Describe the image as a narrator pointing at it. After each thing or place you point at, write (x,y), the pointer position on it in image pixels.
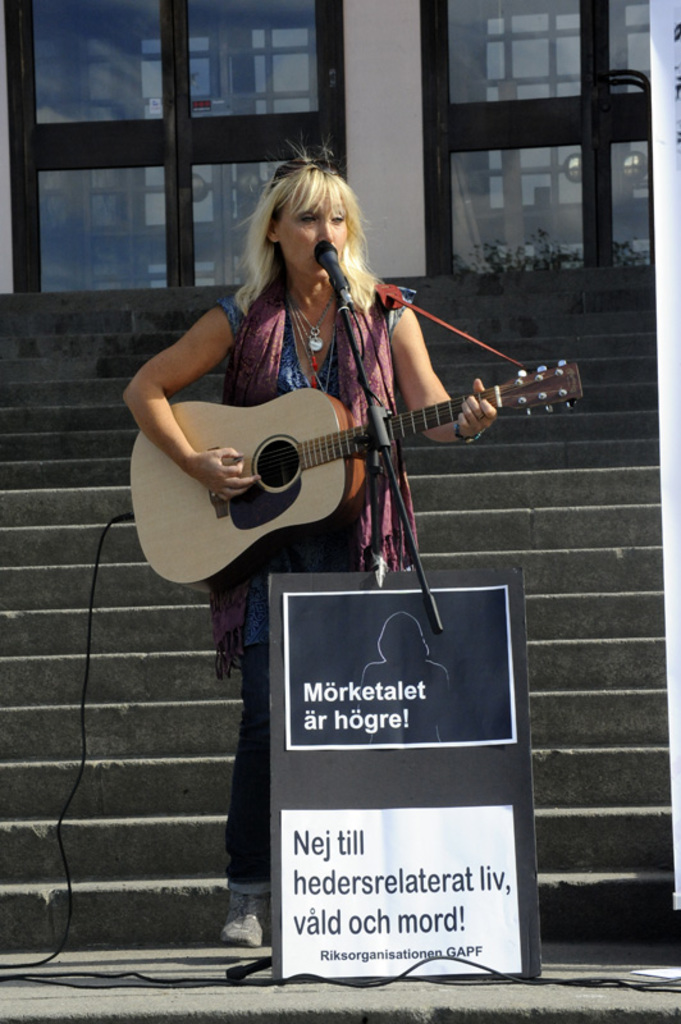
In the image there is a blond woman (299,359) singing on mic (345,290) and playing a guitar (162,522) and back side its a building (388,89).
